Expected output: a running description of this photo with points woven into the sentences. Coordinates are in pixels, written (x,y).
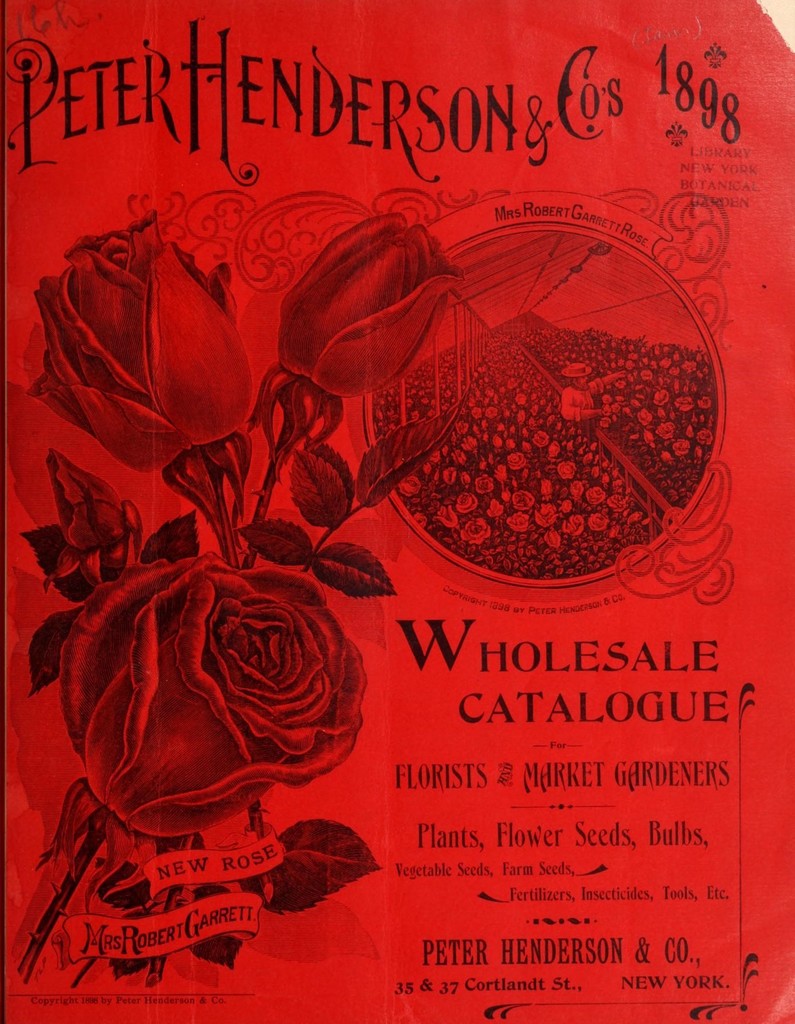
In the given object (371,278) towards left side (191,756), I can see three roses (157,773) and towards right (717,773) there is a content (445,943) which is written in the object (67,441).
